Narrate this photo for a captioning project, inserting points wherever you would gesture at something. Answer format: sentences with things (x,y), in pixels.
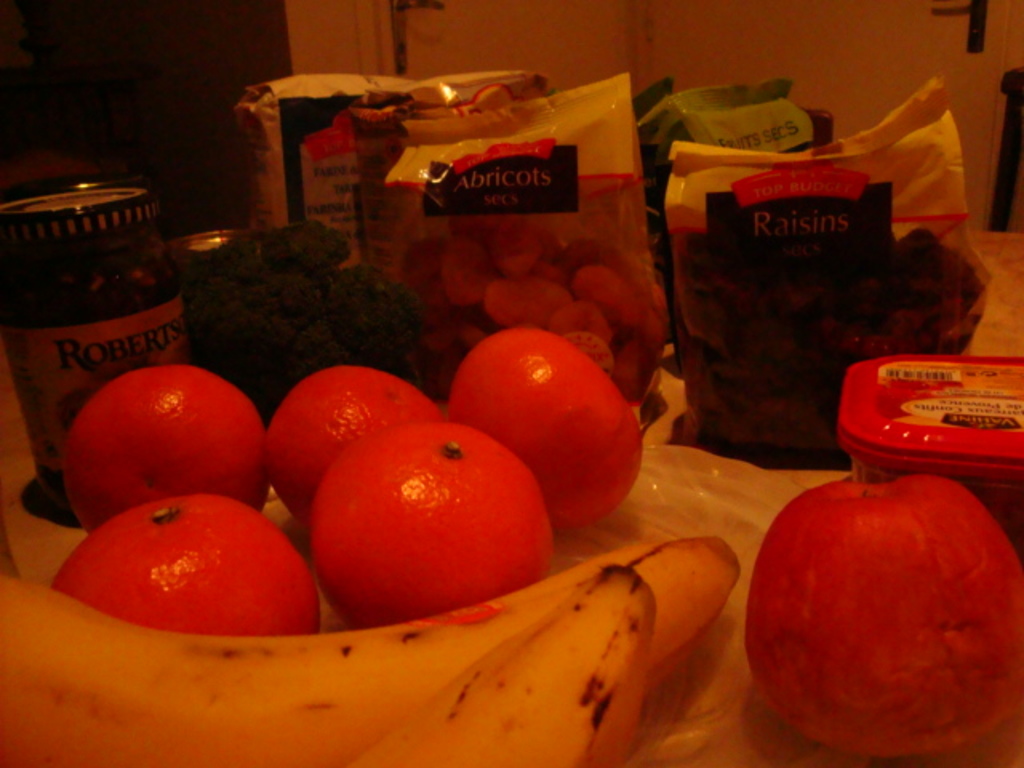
In this image we can see some fruits (527,577), tins (95,339), box (989,492), and some packets (860,270) on the table (1006,327), also we can see the wall (584,52).
